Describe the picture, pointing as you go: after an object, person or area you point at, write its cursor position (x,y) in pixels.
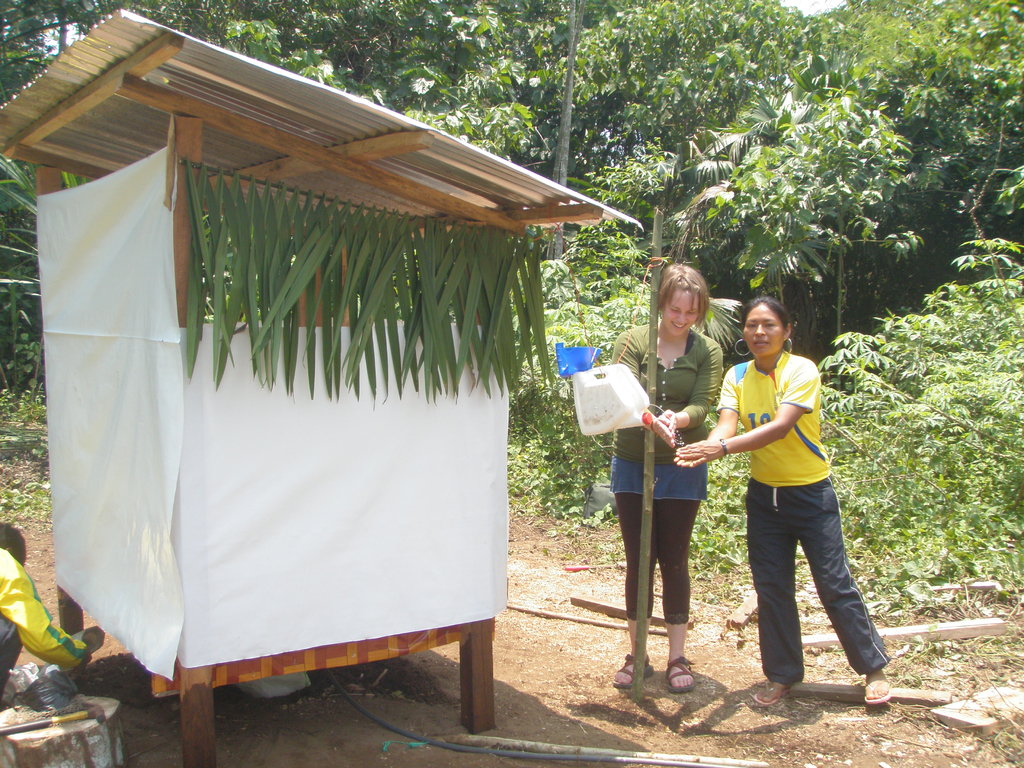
In this image there is a wooden structure (323,397) and a metal sheet (506,196) on top of it and there are a few leaves (310,271) hanging on it, beside that there are two women (667,406) standing and holding something in front of the pole (636,693). On the left side of the image (23,609) there is a person (46,647) sitting, beside the person (72,656) there is a wooden brick (71,749), hammer (61,719) and a few other objects (68,692), there are a few wooden sticks (938,690) on the surface (527,649). In the background (976,184) there are trees (925,230).
